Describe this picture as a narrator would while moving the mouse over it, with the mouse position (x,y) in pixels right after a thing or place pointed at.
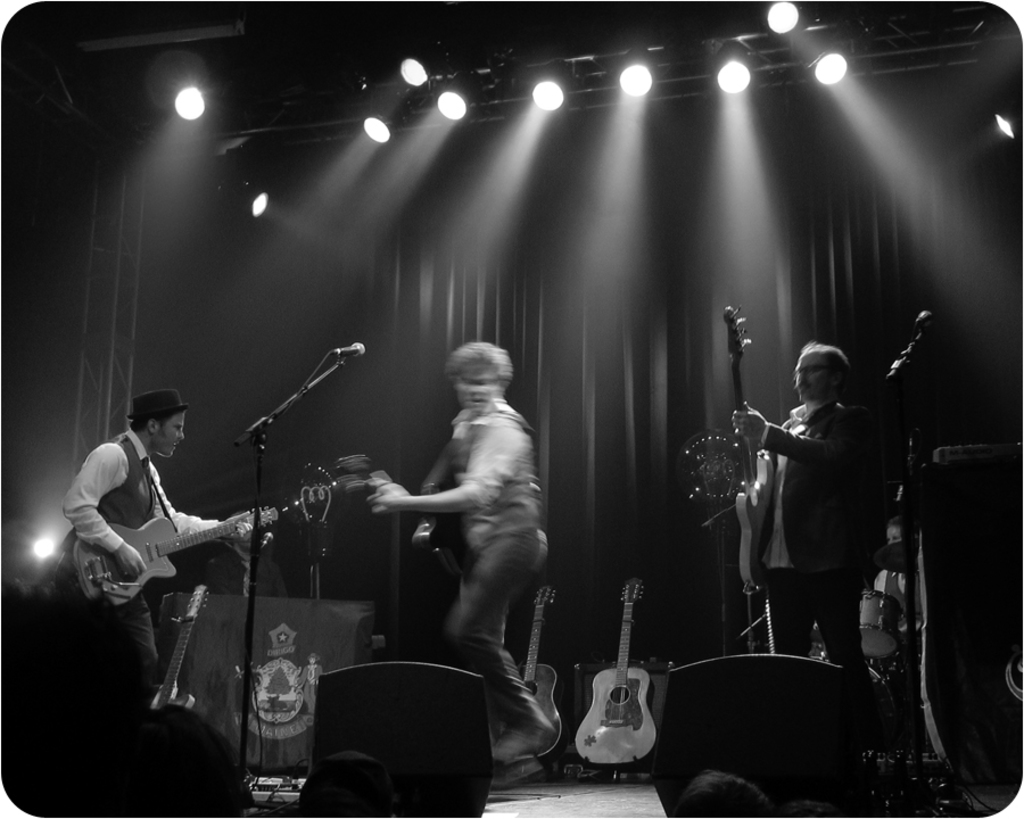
In this image I can see few men (468,404) are standing and holding guitars (347,483) I can also see mics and few more guitars (628,578) in the background (192,698).
